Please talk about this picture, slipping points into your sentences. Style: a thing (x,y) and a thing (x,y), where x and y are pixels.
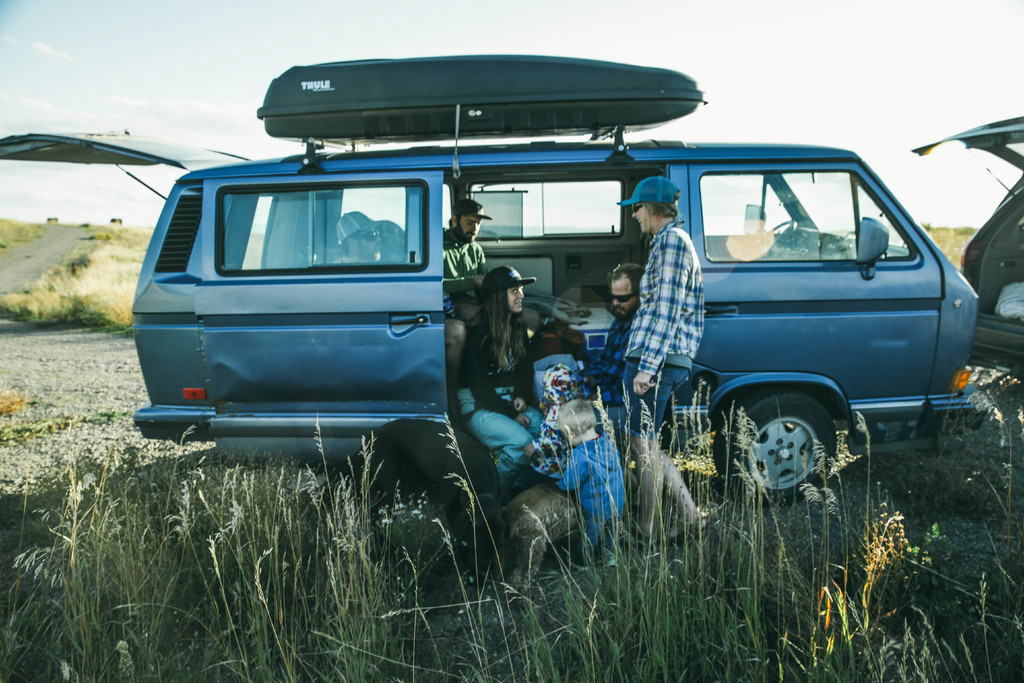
Here we can see few persons (533,389) and there are vehicles (550,173) on the ground (951,438). There is a road (100,345). Here we can see grass (556,557). In the background (809,135) there is sky (206,122).
